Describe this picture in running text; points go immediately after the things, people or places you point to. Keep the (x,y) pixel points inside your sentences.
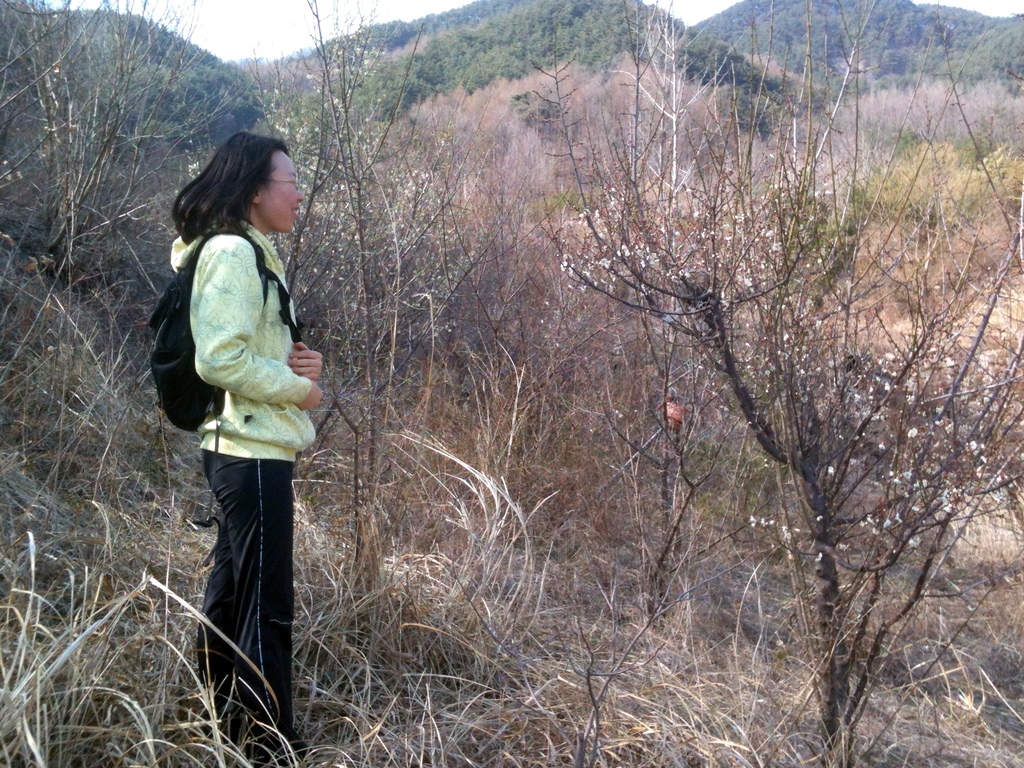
In this image we can see a person (264,508) standing on the grass (288,746) on the left side (241,379) and we can see trees (107,131). In the background (346,147) there are trees (394,57), mountains (473,22) and sky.
